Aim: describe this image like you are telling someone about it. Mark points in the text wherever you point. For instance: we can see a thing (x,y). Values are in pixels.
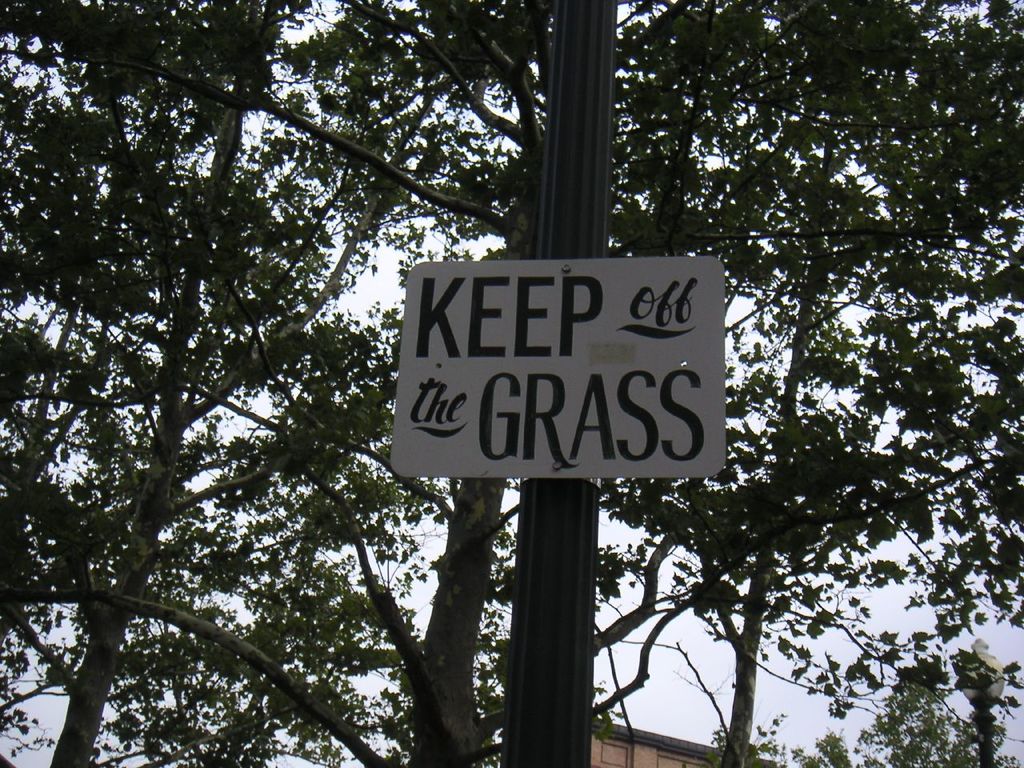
In this image, we can see some trees (86,540). There is a pole (531,548) in the middle of the image (578,262) contains a board (561,421). There is a street lamp (991,690) in the bottom right of the image (988,753).
